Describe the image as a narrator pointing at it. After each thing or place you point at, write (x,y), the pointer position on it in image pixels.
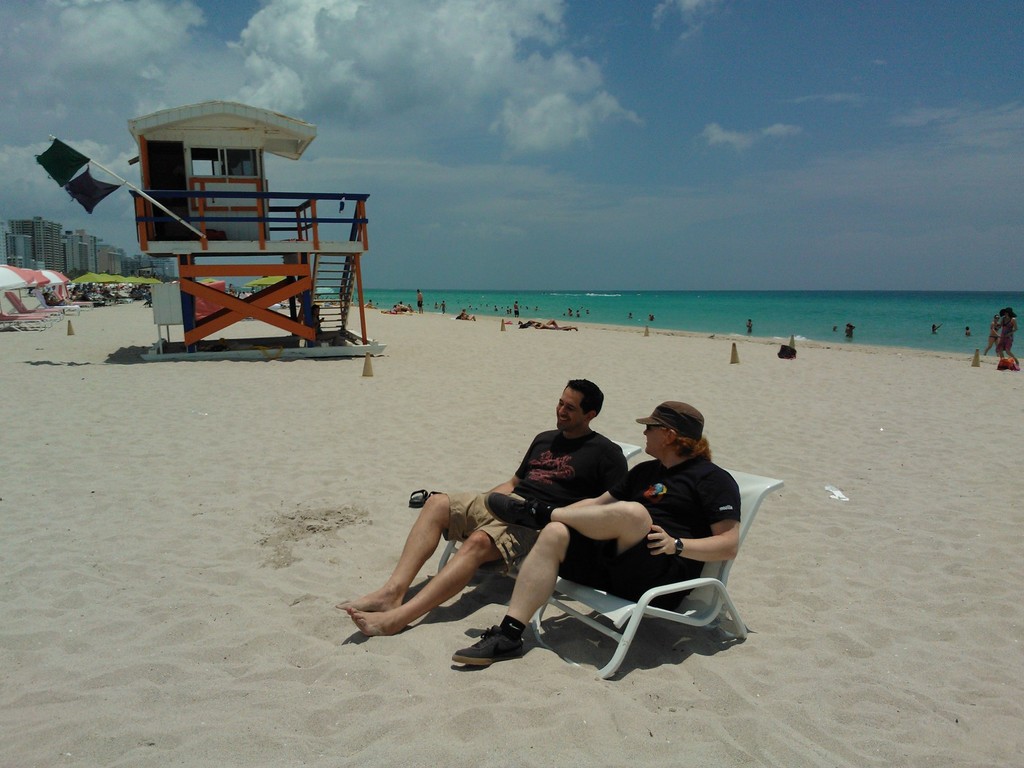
This image is clicked at a beach (533,358). In the foreground (543,479) there are people (553,529) sitting on a bench (635,595). Behind them there is a house (294,280). To the right (747,309) there is the water (733,311). There are people (526,321) on the shore (545,351). To the left (123,296) there table umbrellas (10,275) and chairs (31,313). In the background (90,251) there are buildings (108,252). At the top (522,100) there is the sky (522,100).
